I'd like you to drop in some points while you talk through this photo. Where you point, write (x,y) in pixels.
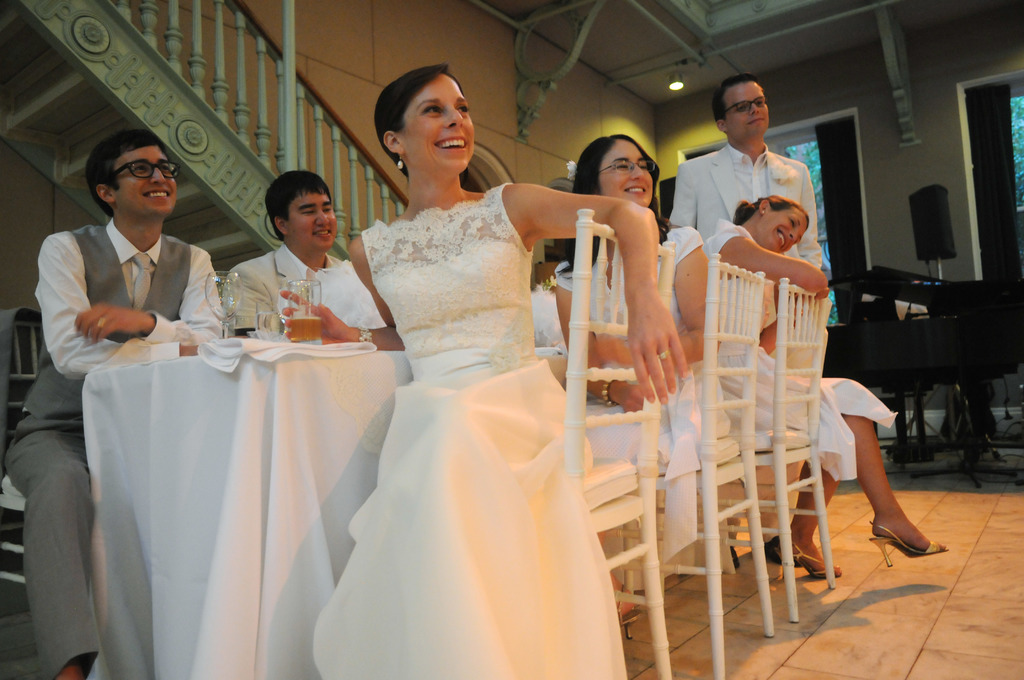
In this image we can see few people (321,266) sitting on chairs (715,368). There is a table (305,365) with white cloth (258,352) and glasses (225,292). Also there is a person (726,160) wearing specs (732,108) and he is standing. In the back (182,126) we can see steps (78,97) with railings (305,92). Also there is a light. And we can see a piano (892,301) and there are windows (809,154) with curtains (849,168).
